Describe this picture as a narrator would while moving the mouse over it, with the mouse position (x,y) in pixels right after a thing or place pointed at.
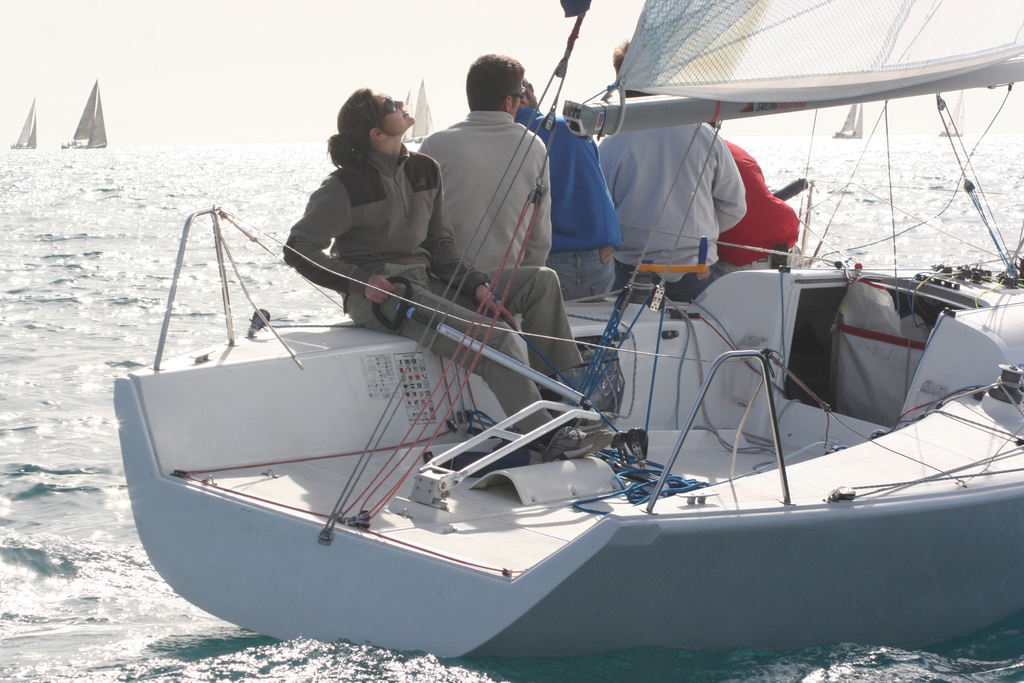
In this picture I can see few persons (605,192) sitting in the boat (586,408), there is water (201,172) on the left side (61,253). In the background (953,119) I can see few boats (427,107). At the top (374,77) there is the sky (367,47).
